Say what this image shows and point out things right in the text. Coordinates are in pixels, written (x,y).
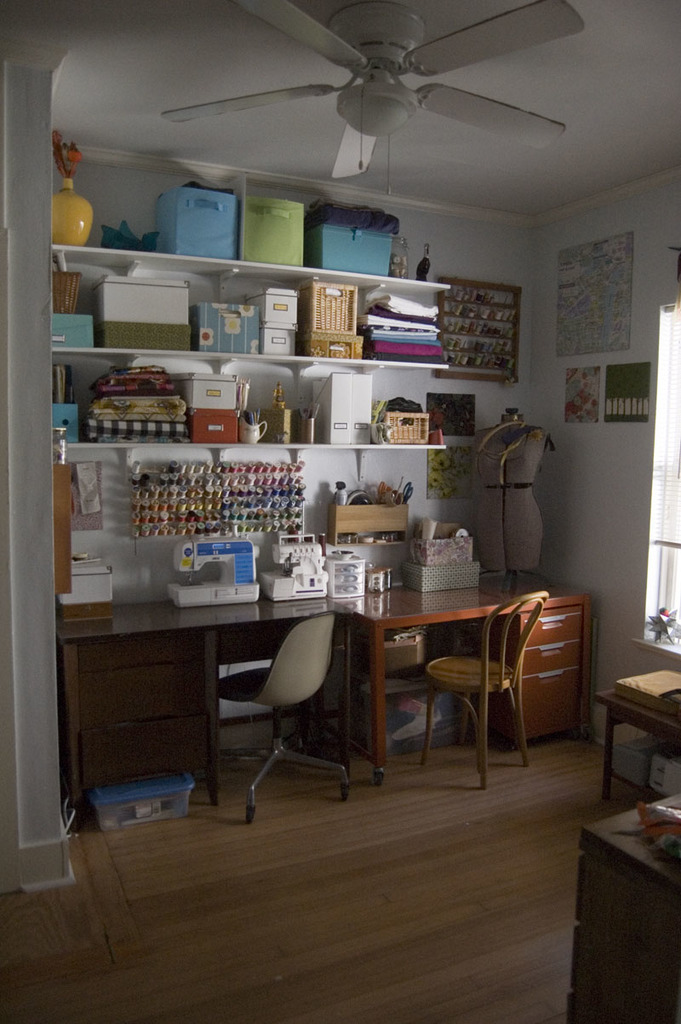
As we can see in the image there is a white color wall (668,199), fan (386,95), shelves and the shelves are filled with bed sheets (172,385), boxes (268,315) and there is a table (204,620) over here. On table (221,627) there is a sewing machine (219,598) and chairs (475,689).
